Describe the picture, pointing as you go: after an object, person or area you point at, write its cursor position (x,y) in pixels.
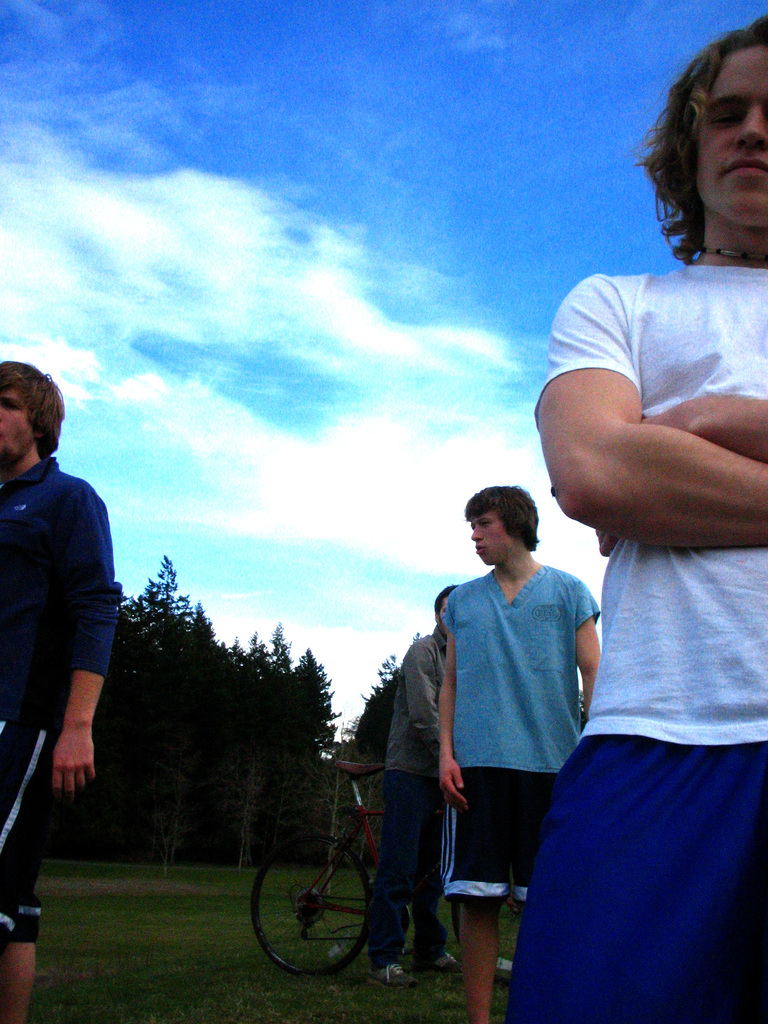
As we can see in the image there is a sky (283,393), tree (168,688), few people (692,659) over here and there is a bicycle (326,884).
